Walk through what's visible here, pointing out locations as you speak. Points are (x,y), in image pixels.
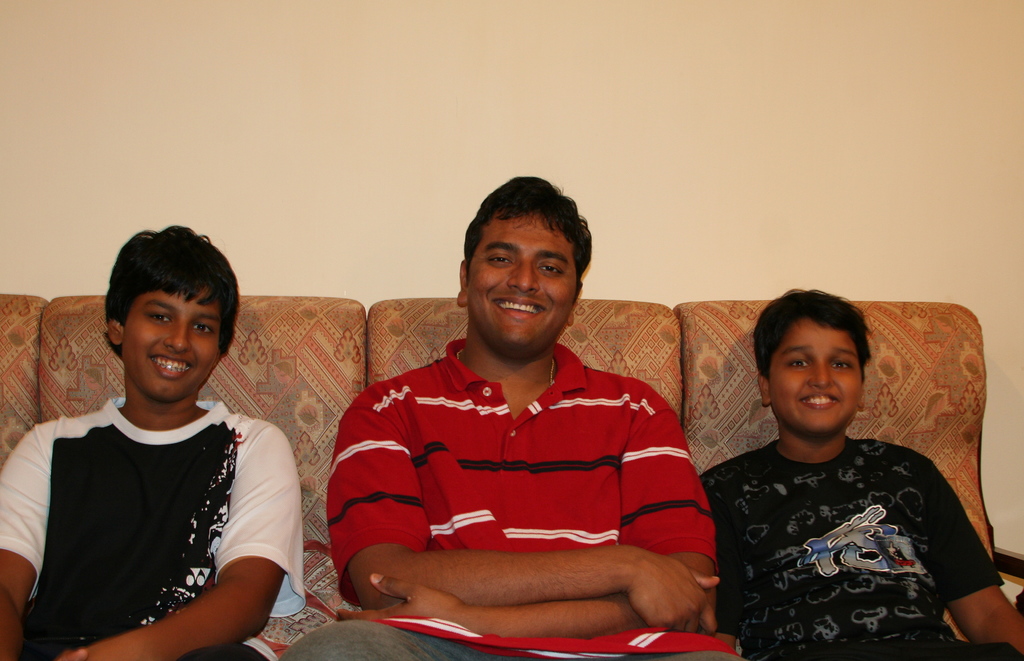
In this image we can see a man (507,390) and two children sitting on the sofa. On the backside (327,129) we can see a wall (403,140).
